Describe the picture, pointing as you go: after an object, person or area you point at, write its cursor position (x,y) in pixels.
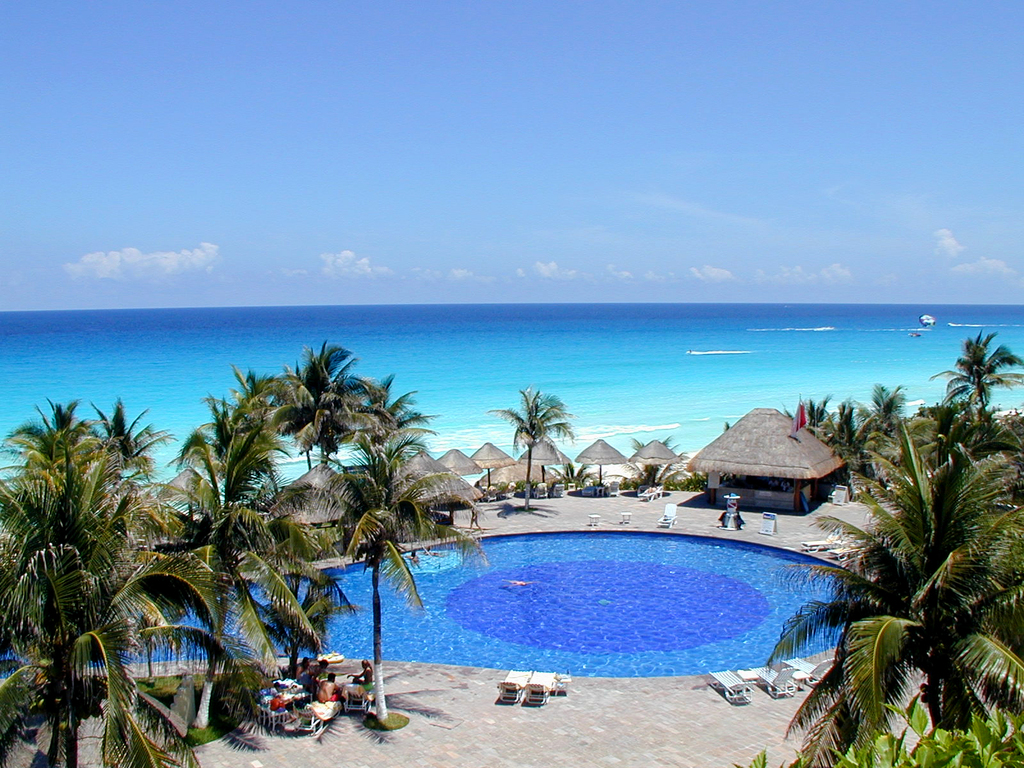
In this image on the right side (907,522) and left side (102,557) there are some trees (961,563) and in the center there is one swimming pool (516,591), and also there are some houses (721,472) and umbrellas (598,469). At the bottom (323,701) there are some people (326,669) who are sitting on chairs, and also there are some chairs (545,687) and a floor (640,739). In the background (532,357) there is a beach (532,340), and at the top of the image (603,183) there is sky (574,226).
